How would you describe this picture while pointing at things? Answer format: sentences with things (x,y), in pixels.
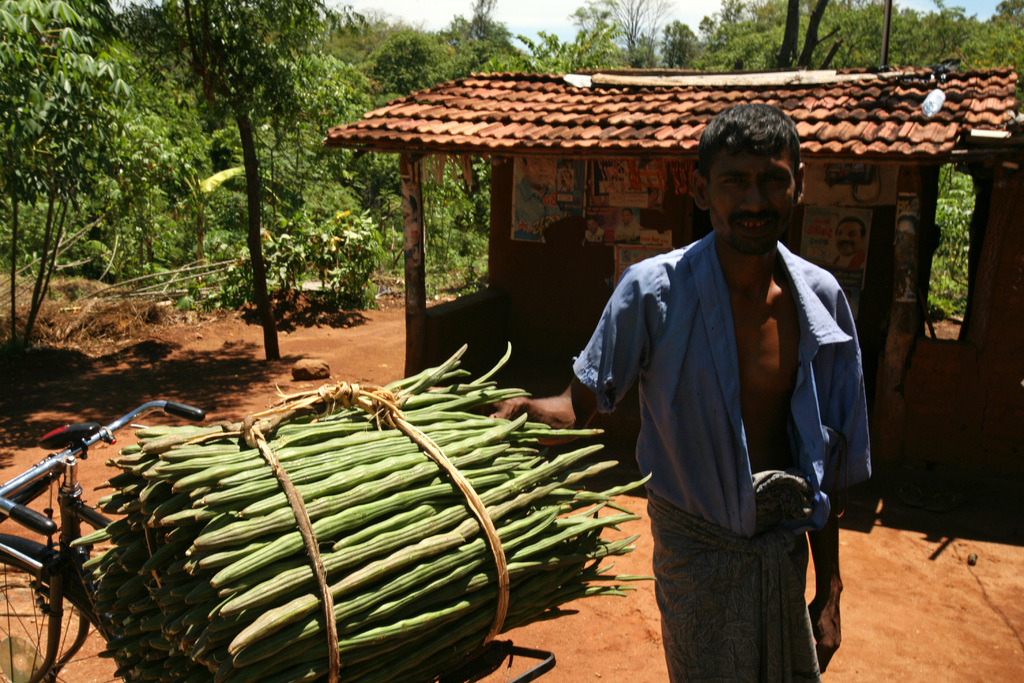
In this image there are so many drumsticks (481,538) tied with rope (492,544) and kept on bicycle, beside that there is a man (768,236) standing and holding them also there are so many trees (954,54) and hut (977,421) at the back (189,34).
